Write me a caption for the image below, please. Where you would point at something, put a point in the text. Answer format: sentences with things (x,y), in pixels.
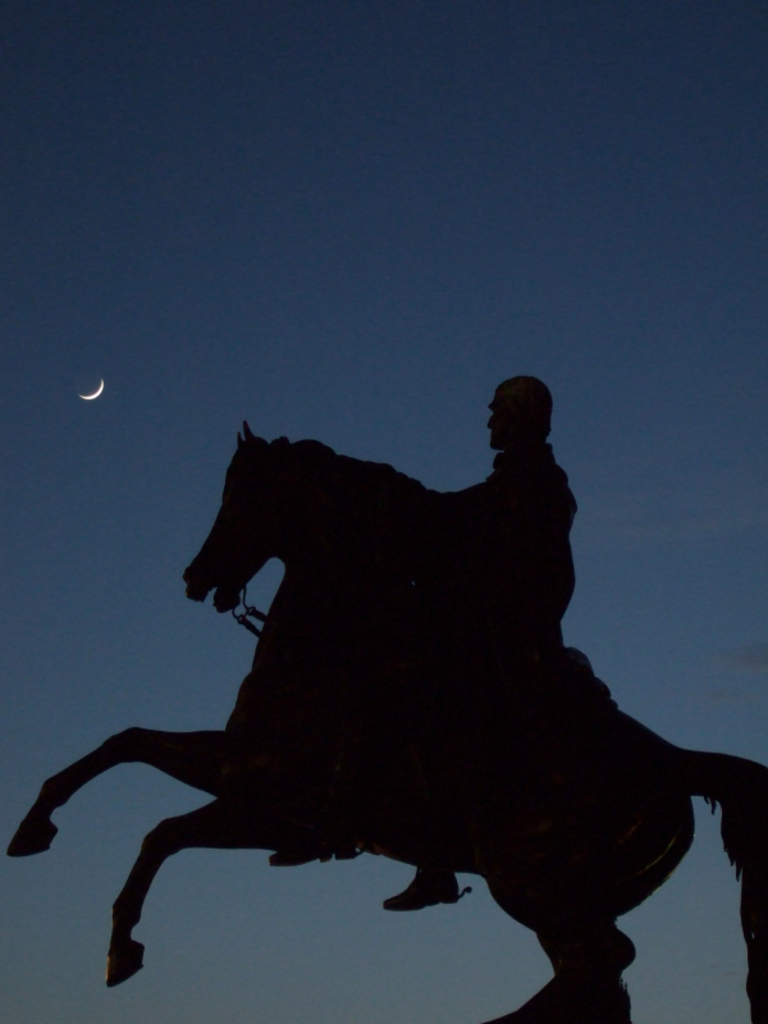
The picture is taken during night time. In the foreground of the picture (495,719) there is a person (486,540) riding a horse (569,748). On the left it is moon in the sky (156,391). Sky (213,267) is clear.
